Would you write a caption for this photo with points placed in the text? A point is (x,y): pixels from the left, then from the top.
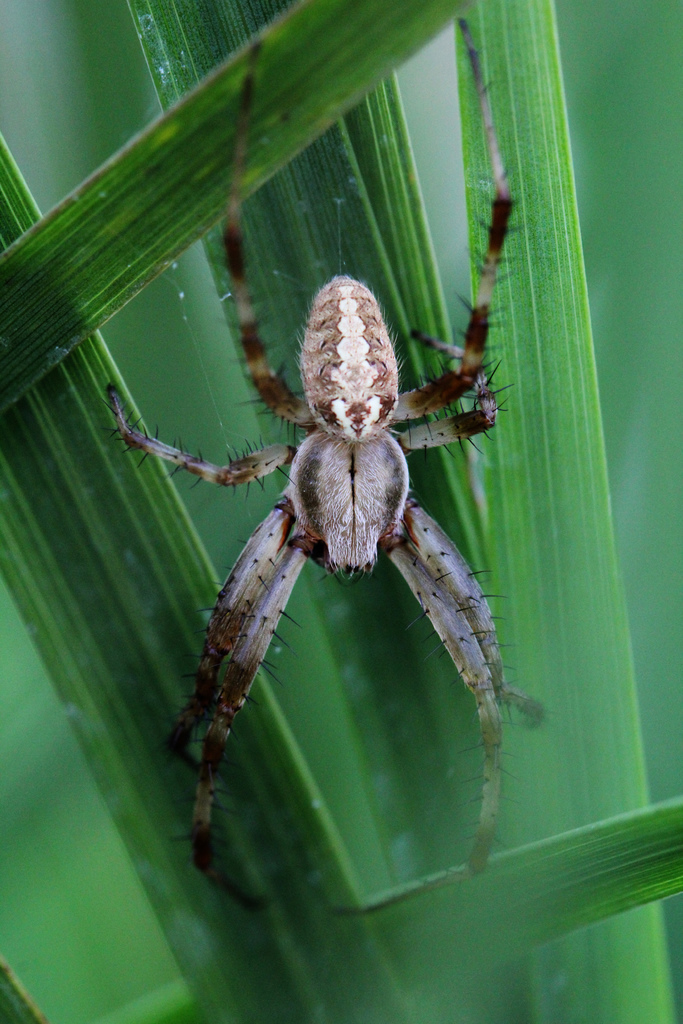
In the picture I can see a spider (243,311) and I can see the green grass (390,284).
